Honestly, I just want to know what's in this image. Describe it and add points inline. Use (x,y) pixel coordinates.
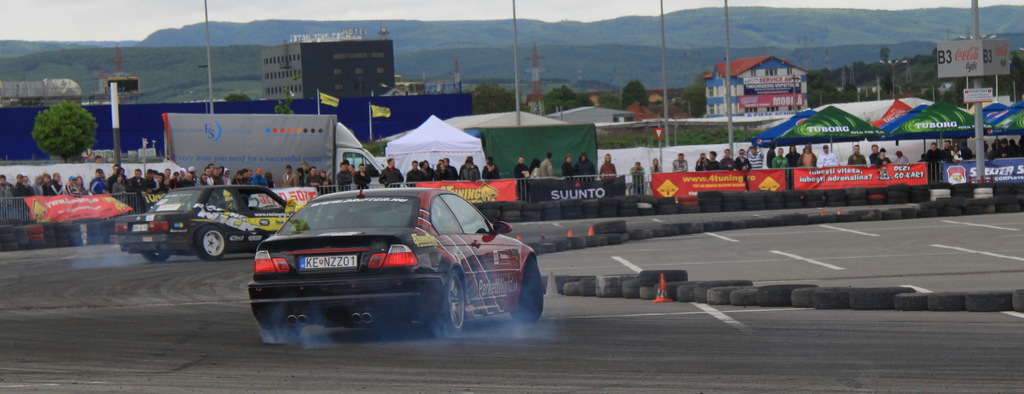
In this picture I can see sports cars (520,280), tyres (612,282), cone bar barricade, banners (890,169), barriers (705,203), there are group of people (545,168) standing, there is a vehicle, there are flags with the poles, there are boards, trees (287,108), cell towers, buildings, gazebo tents (841,128), hills (796,38), and in the background (49,37) there is sky (559,2).
